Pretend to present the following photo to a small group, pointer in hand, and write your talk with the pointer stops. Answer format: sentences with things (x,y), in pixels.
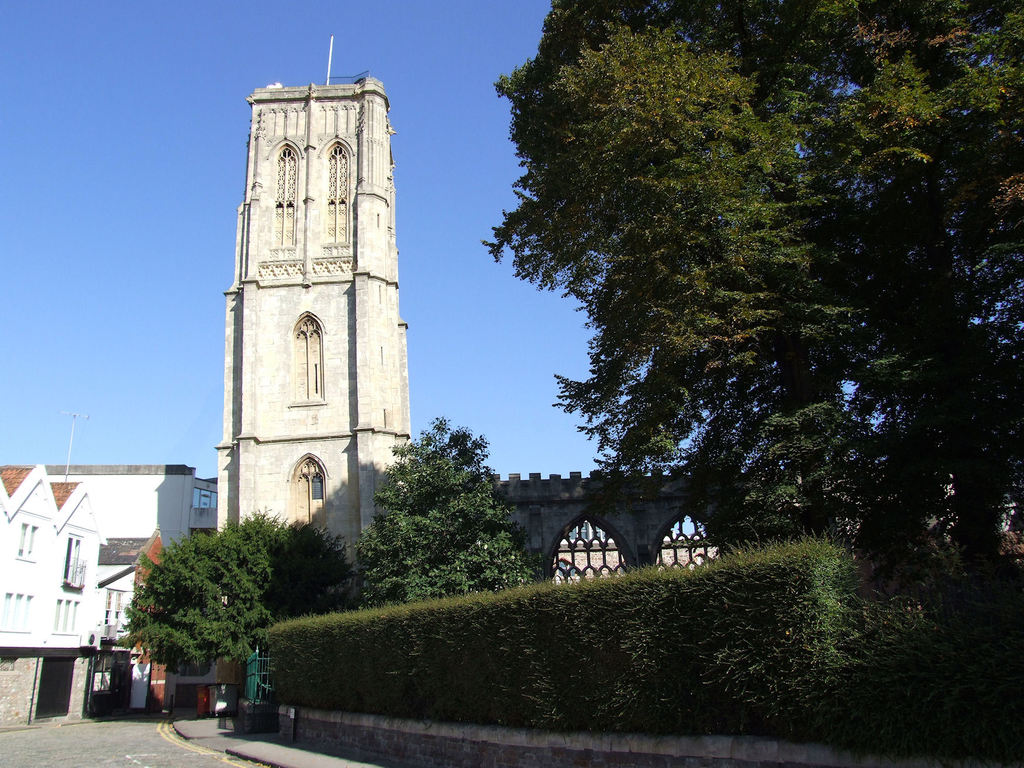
In this image we can see buildings (216,501) and trees (795,35) and also shrubs (615,651). Image also consists of a tower (331,254). At the top (112,134) there is sky (128,155) and at the bottom (69,742) we can see the road (147,755).
